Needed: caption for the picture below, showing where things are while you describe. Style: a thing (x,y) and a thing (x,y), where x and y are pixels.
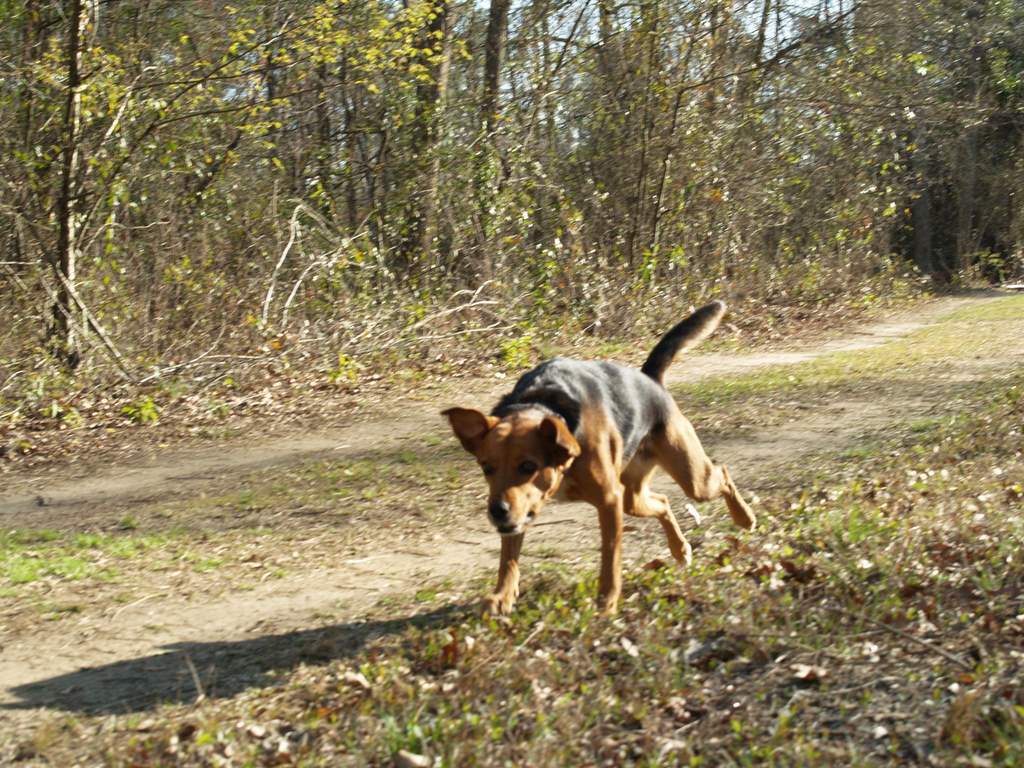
In the center of the image (525,381), we can see a dog (514,488) on the ground (549,581) and in the background (576,115), there are trees (479,121).
